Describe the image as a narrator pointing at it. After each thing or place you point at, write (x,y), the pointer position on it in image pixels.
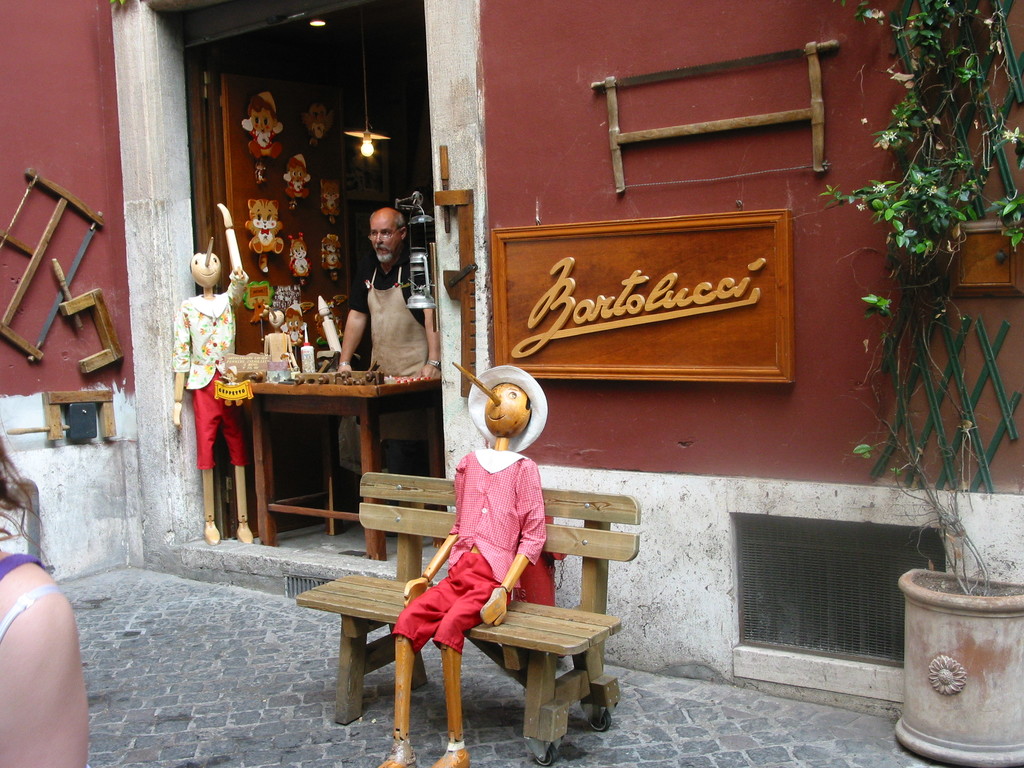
A man (385,212) is standing in a store (341,420). The name of the store (417,405) is "Bartolucci". It is engraved on a wooden frame (684,284) beside the store (344,507). There are wooden toys (235,435) beside him and on the table (345,388). There is a wooden statue (486,553) is placed on a bench (353,600) beside the store (410,436).
